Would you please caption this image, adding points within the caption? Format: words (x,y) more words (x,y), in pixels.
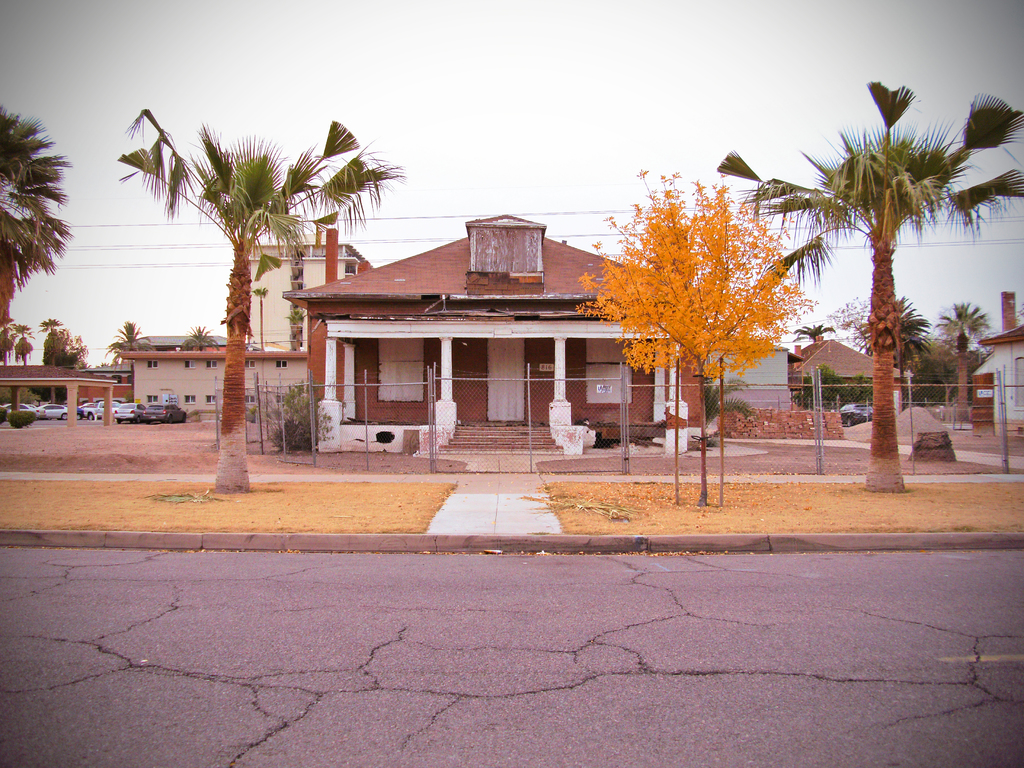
In the picture there is a road (620,764), there are many trees (244,249) present, there is grass (113,500), there are houses (405,395), there are many vehicles (131,409) present, there is an iron pole fence (326,411), there is a clear sky (999,31).
